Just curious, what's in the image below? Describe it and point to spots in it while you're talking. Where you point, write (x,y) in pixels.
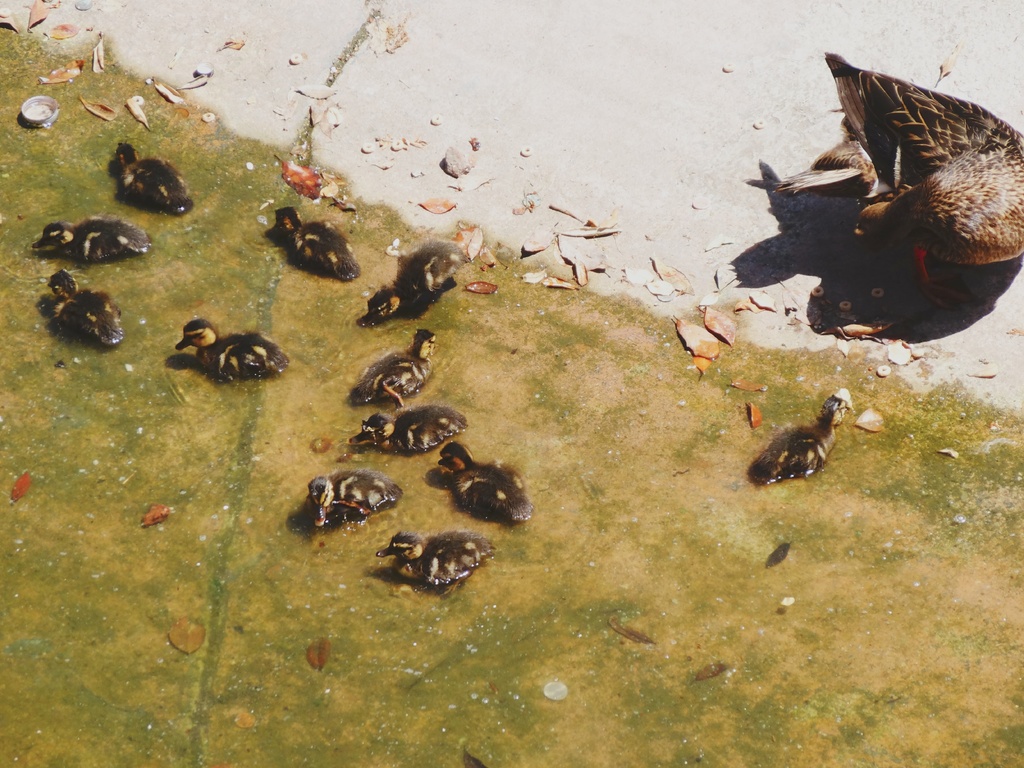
In this image we can see group of ducklings (455,466) in water (487,703). In the right side of the image (968,193) we can see a duck (969,166) on the ground (989,354).
